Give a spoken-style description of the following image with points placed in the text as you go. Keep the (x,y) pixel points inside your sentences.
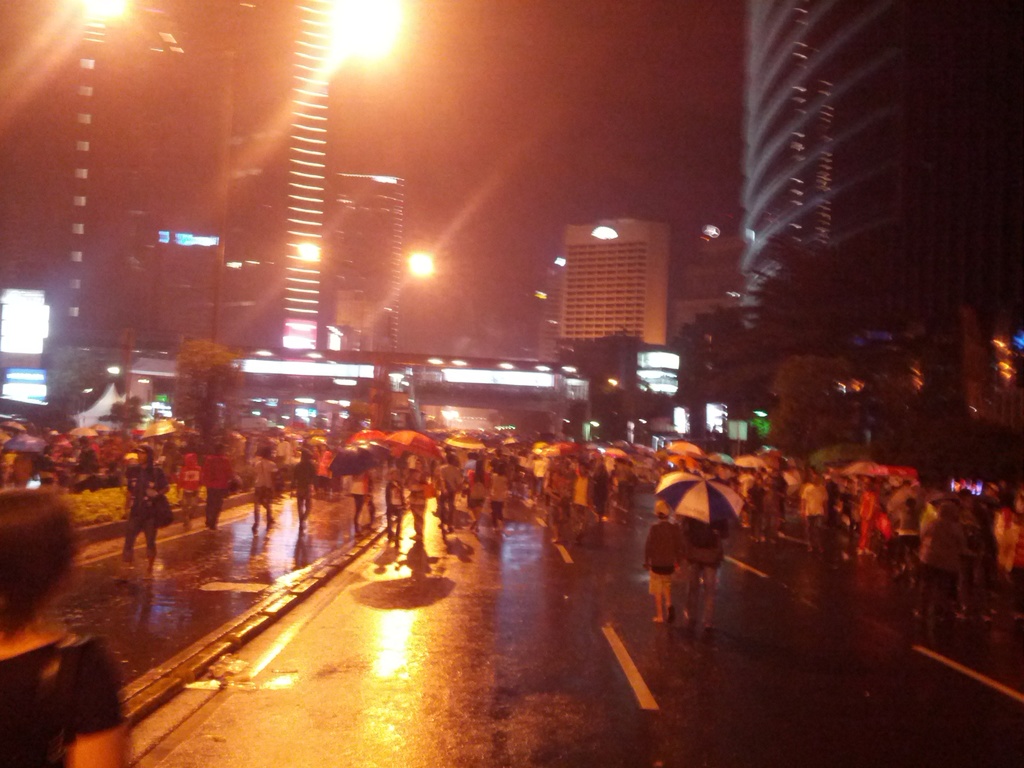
In this image, I can see groups of people (418,525) holding umbrellas (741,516) and walking on the road (580,561). There are buildings (260,340), lights (167,399) and trees (830,356). The background (961,319) is dark.
